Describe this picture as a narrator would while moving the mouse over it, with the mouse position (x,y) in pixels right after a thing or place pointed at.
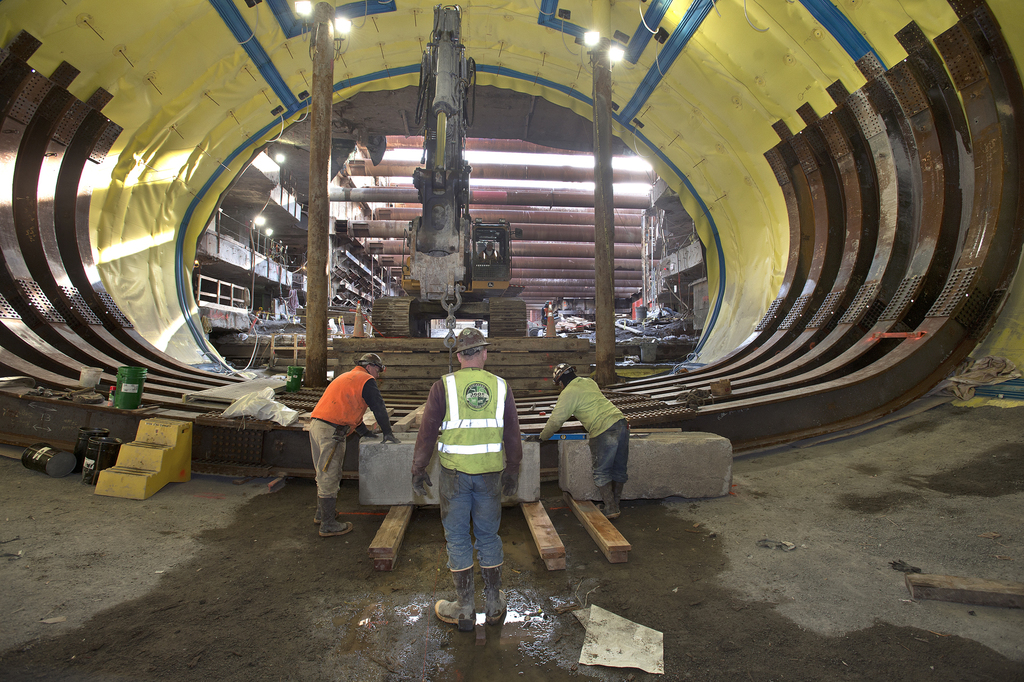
In this image, we can see three people (488,445) are on the floor (506,643). Here we can see some construction (844,244) of tunnel (721,366). Here there is a vehicle (462,288), pillars (315,321), building (291,280).
